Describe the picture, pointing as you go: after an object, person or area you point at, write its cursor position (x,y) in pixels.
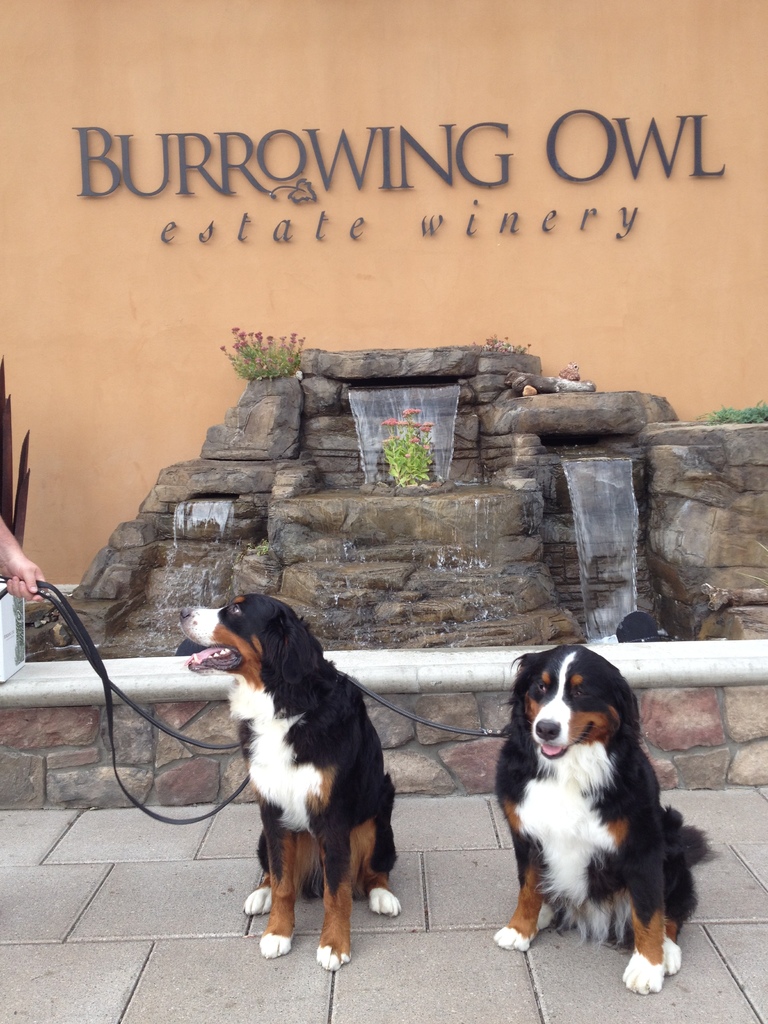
In this picture I can see there are two dogs (556,860) and they have belts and there is a person (32,582) holding them at left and there is a wall (126,495) in the backdrop (404,25) and there is a name (472,205) written on it.
